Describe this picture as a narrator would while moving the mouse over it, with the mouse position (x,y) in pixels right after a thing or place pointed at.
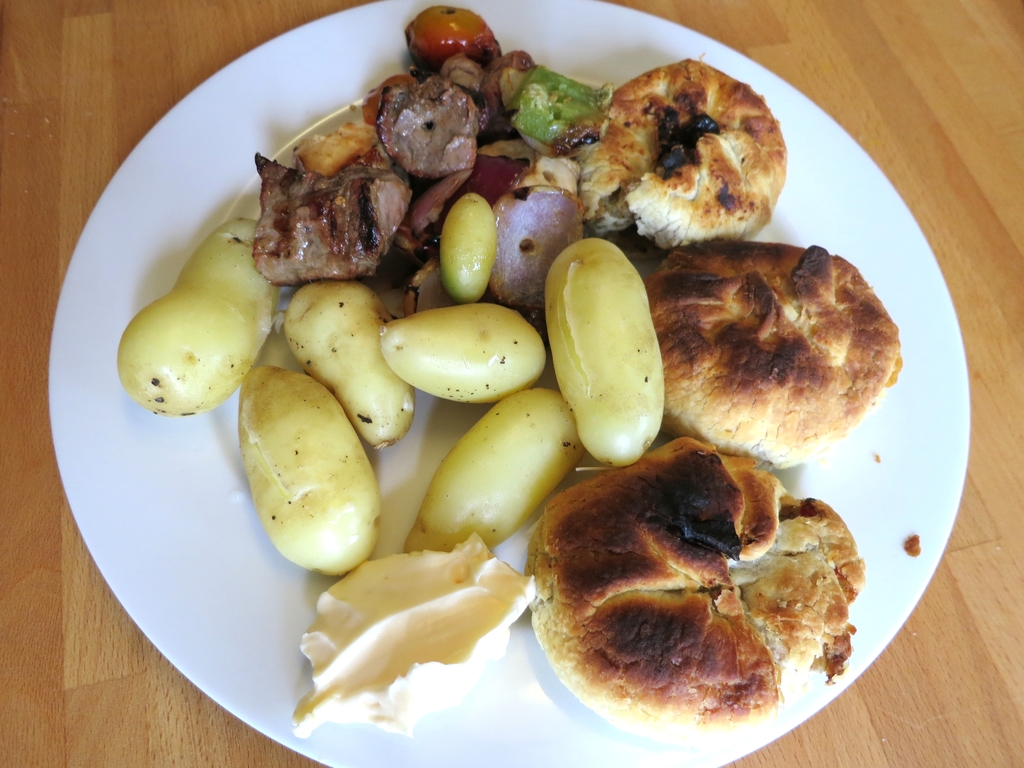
In this image we can see some food (722,188) and some vegetables (242,419) placed in a plate (544,661) kept on the surface (251,754).
